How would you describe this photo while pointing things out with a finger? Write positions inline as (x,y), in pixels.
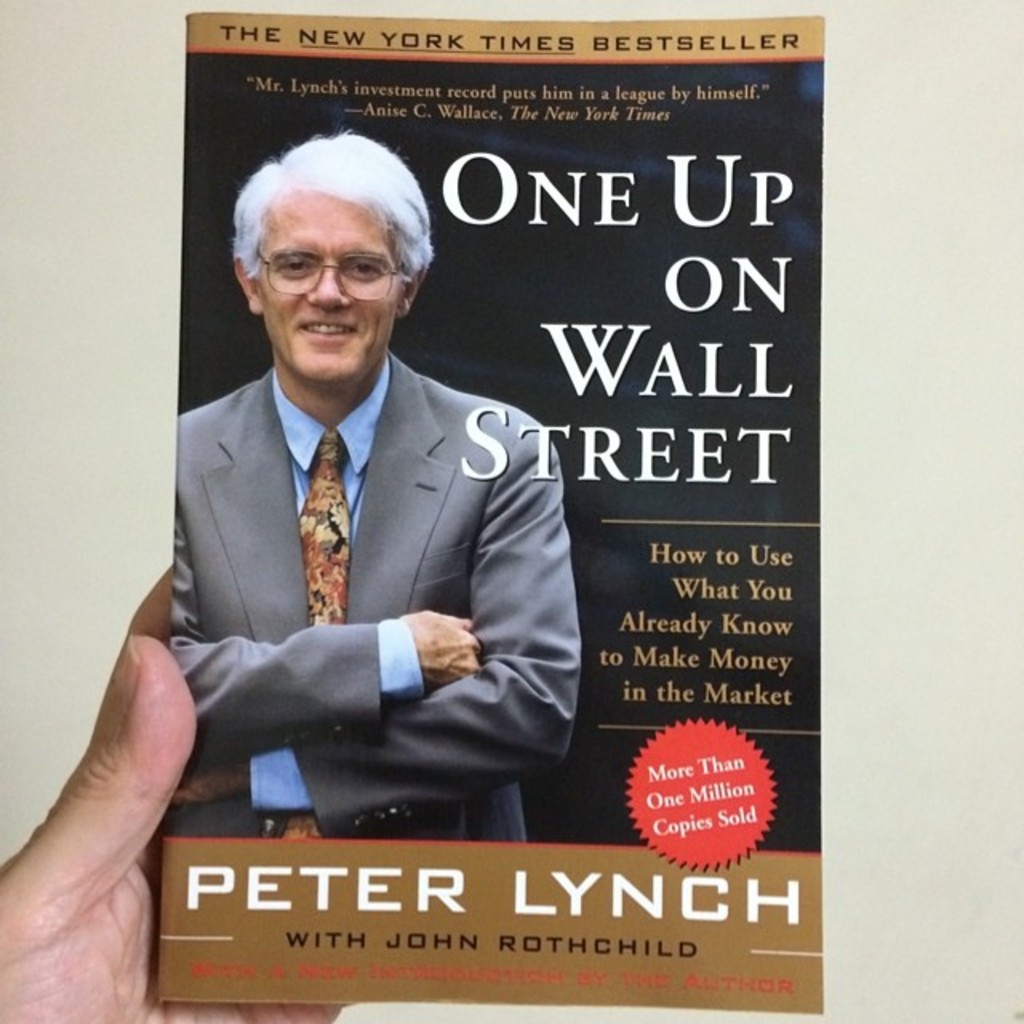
In the image I can see a book (388,688) in the person hand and on the book (307,805) I can see the picture (307,792) of a person (307,792) and something written on it.
